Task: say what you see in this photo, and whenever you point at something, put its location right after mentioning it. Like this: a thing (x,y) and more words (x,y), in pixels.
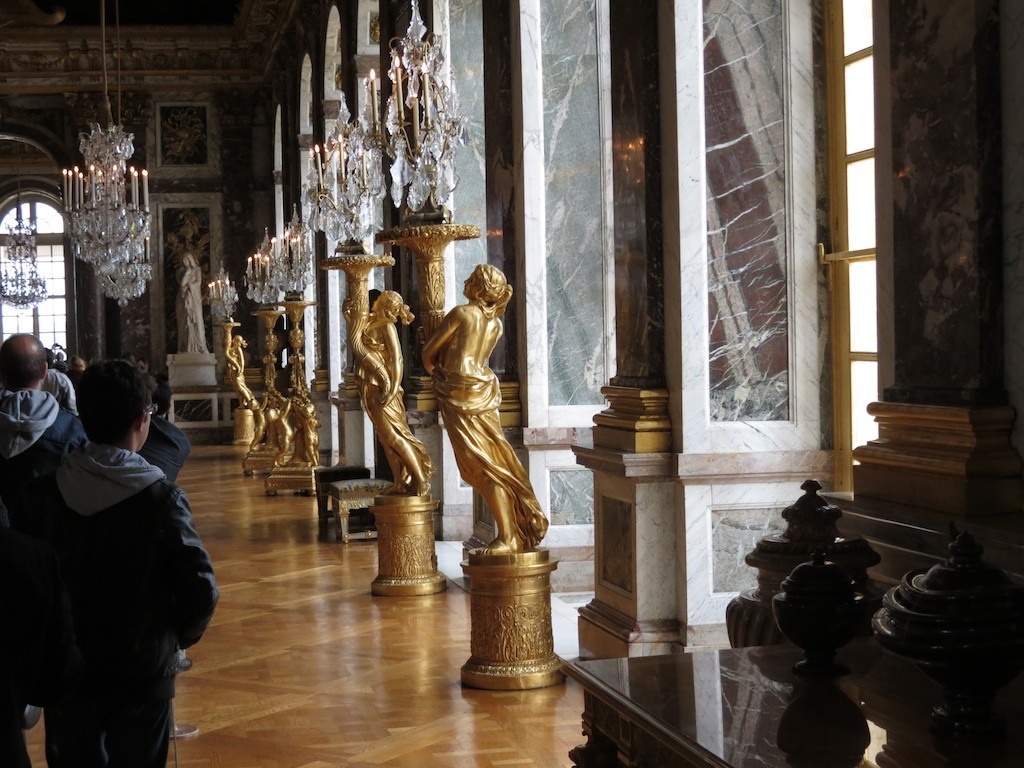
In this image I can see few golden colour sculptures (352,337). I can also see few people (116,445) are standing and I can see they are wearing jackets (150,556). In the background (183,333) I can see number of candles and I can see one more white colour sculpture (202,342) over there.
